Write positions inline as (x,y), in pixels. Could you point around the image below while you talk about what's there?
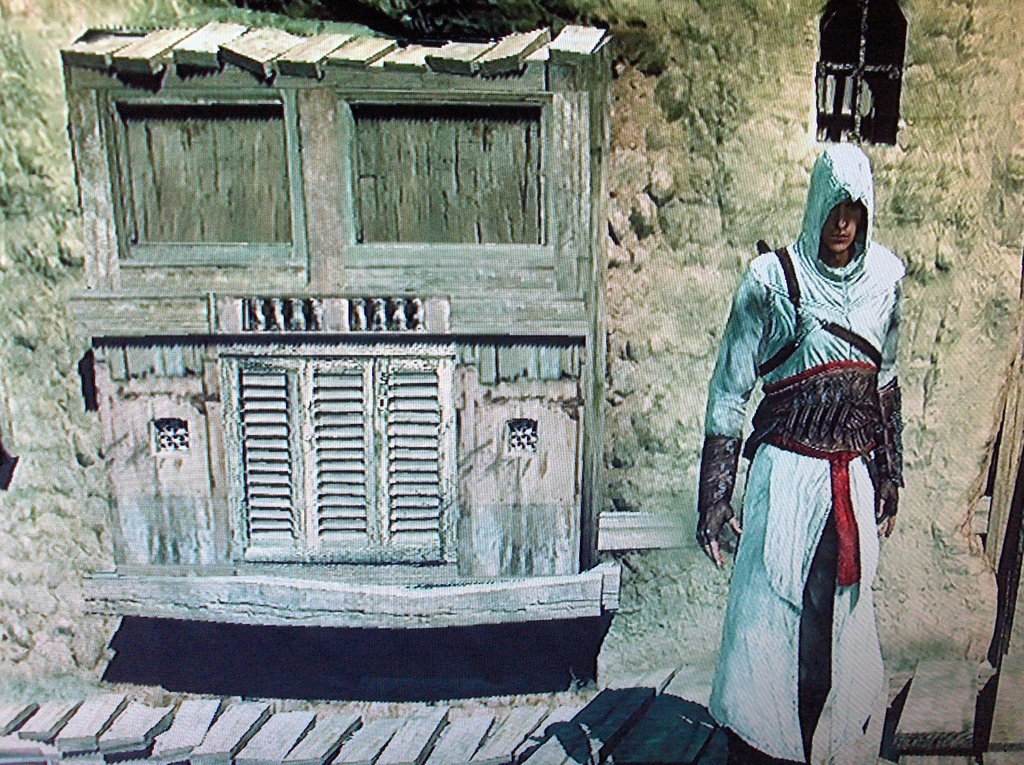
This is an animated image where we can see a man (834,410), a window (544,384) and the wall (721,228). At the bottom of the image (936,726), we can see the stairs (946,726) and a pathway (242,740).
